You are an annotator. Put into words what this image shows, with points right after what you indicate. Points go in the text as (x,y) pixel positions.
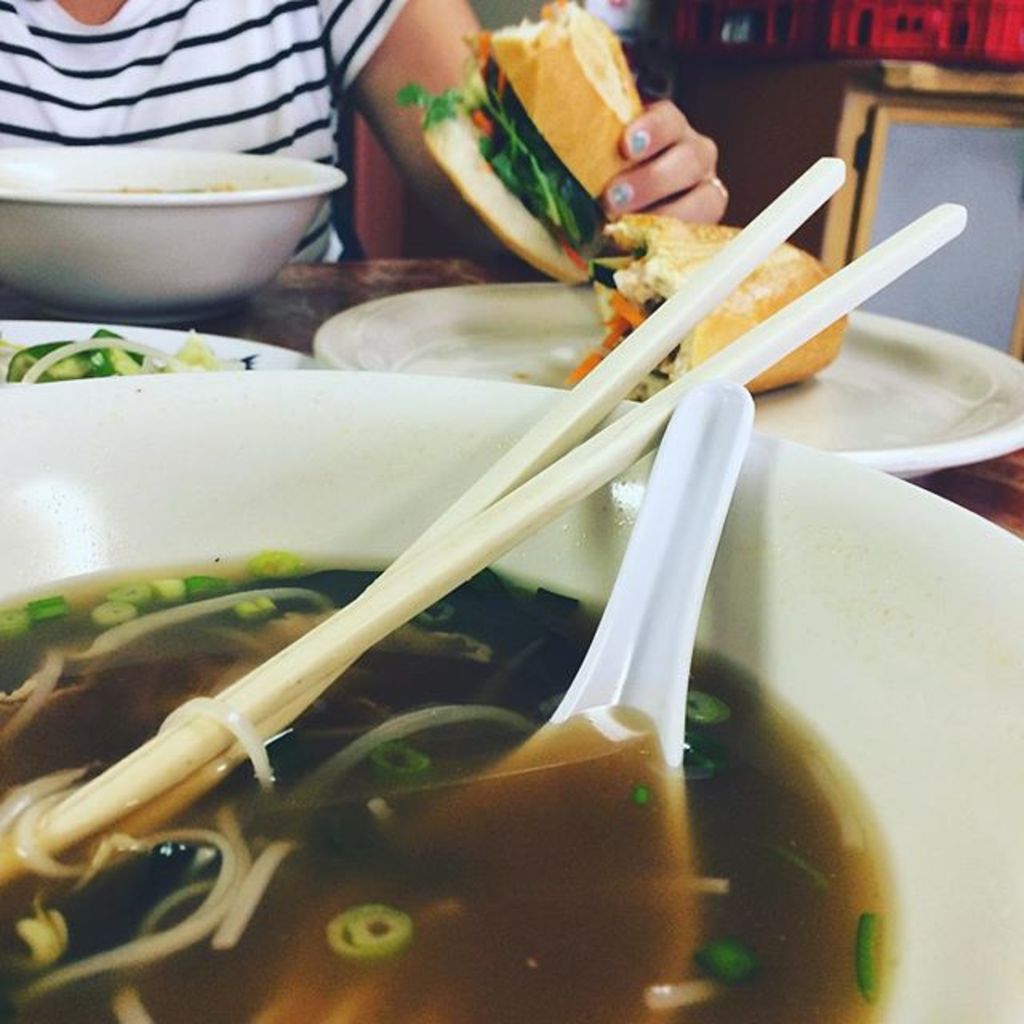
In this picture a person (158,20) is holding a sandwich (504,128), in front the person (296,128) there is a table (290,280) on the table (283,278) there is a bowl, plate (402,299) and in the bowl (246,615) there is a soup (256,868), chopsticks (365,629), and spoon (695,622).
